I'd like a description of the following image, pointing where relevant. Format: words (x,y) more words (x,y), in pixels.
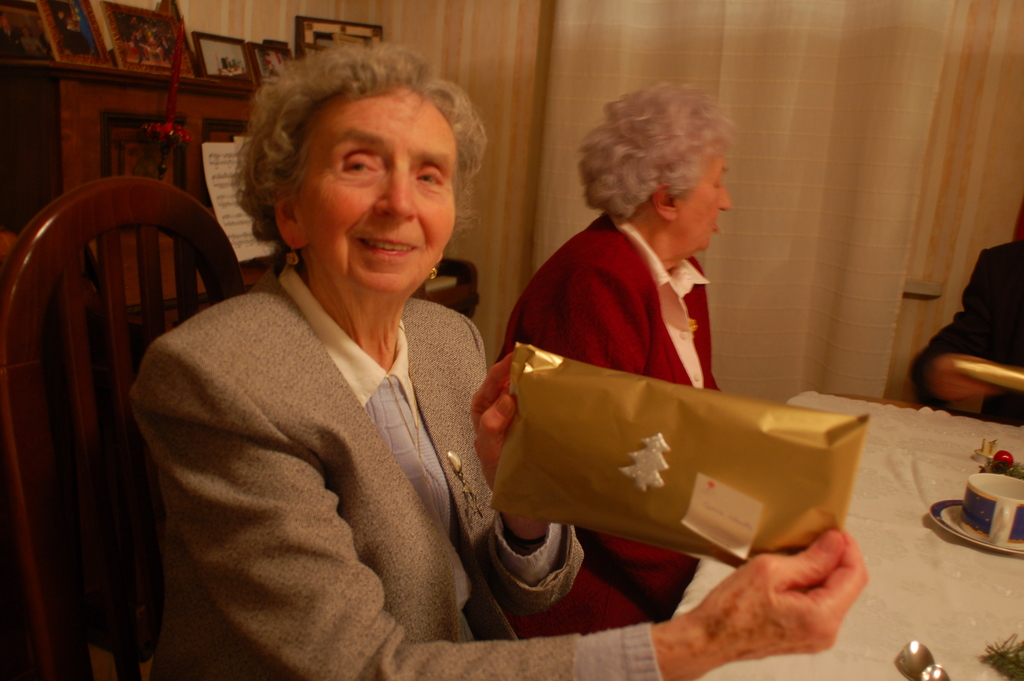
In this picture there is a woman (312,414) sitting, smiling and showing a gift pack (658,380) and another woman (674,282) beside her speaking to someone else.
